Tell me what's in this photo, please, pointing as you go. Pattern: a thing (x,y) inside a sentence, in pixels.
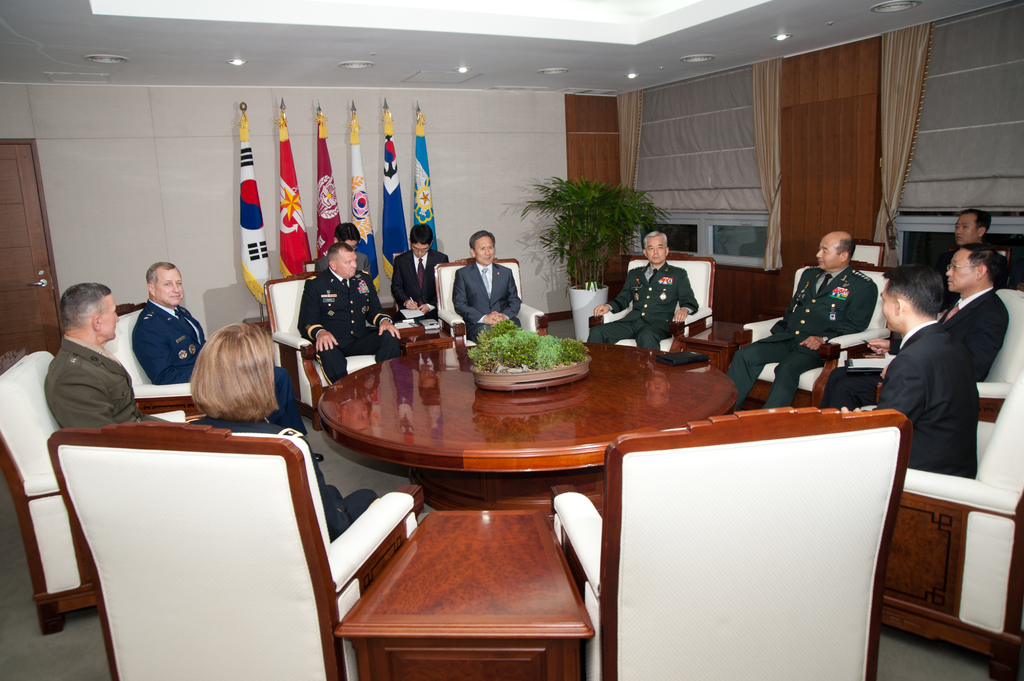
This picture is clicked inside the room (436,633). Here, we see many people (199,348) sitting on chair (286,508) around a brown table (498,399) on which a bowl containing grass (552,344) is placed. Behind them, we see six flags (332,179) and a white wall (120,174) and on the right corner of the picture (756,71), we see curtain (766,130) in light brown color.
